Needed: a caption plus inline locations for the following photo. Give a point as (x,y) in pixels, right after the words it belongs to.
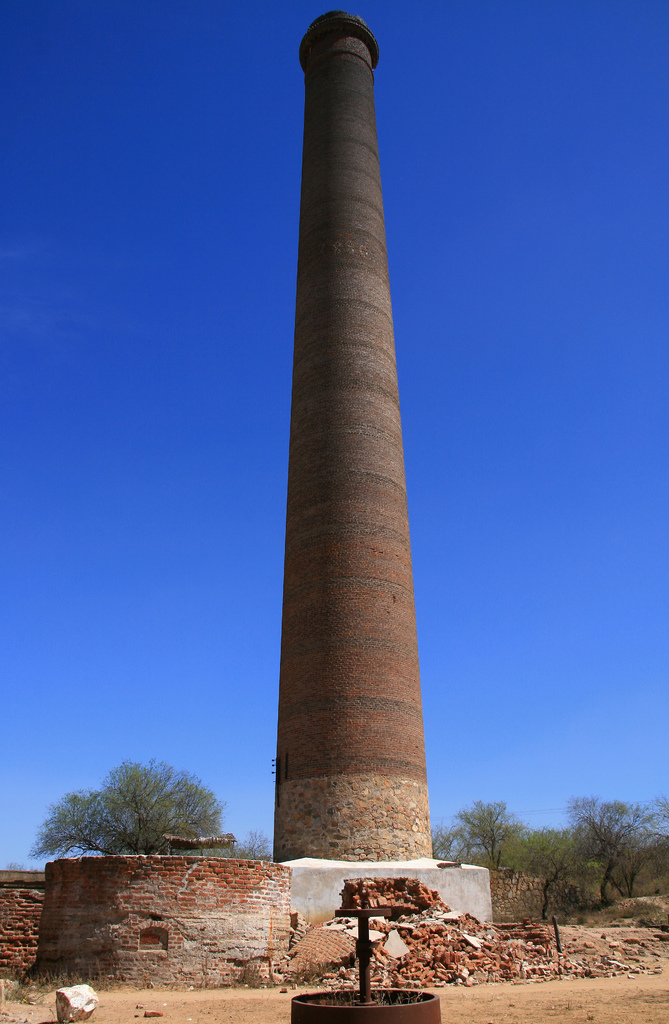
In the image in the center (359,653) we can see one tower (321,740), wall (248,959), pole (365,938), black color object (321,1022) and bricks (496,925). In the background (584,363) we can see the sky (423,520) and trees (552,831).
